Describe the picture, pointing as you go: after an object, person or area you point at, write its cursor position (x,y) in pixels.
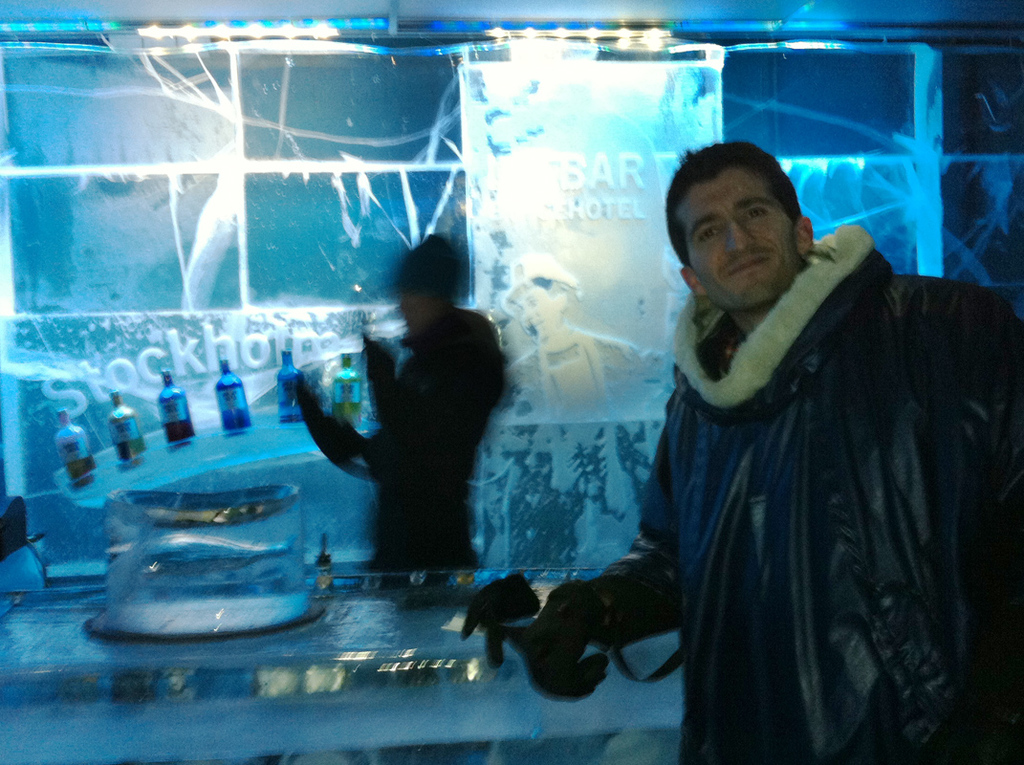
In the image we can see two people (438,410) standing, they are wearing clothes (758,511) and gloves (493,592). These are the bottles (170,414) and this is an ice bar (114,652) and these are the lights (596,26).
